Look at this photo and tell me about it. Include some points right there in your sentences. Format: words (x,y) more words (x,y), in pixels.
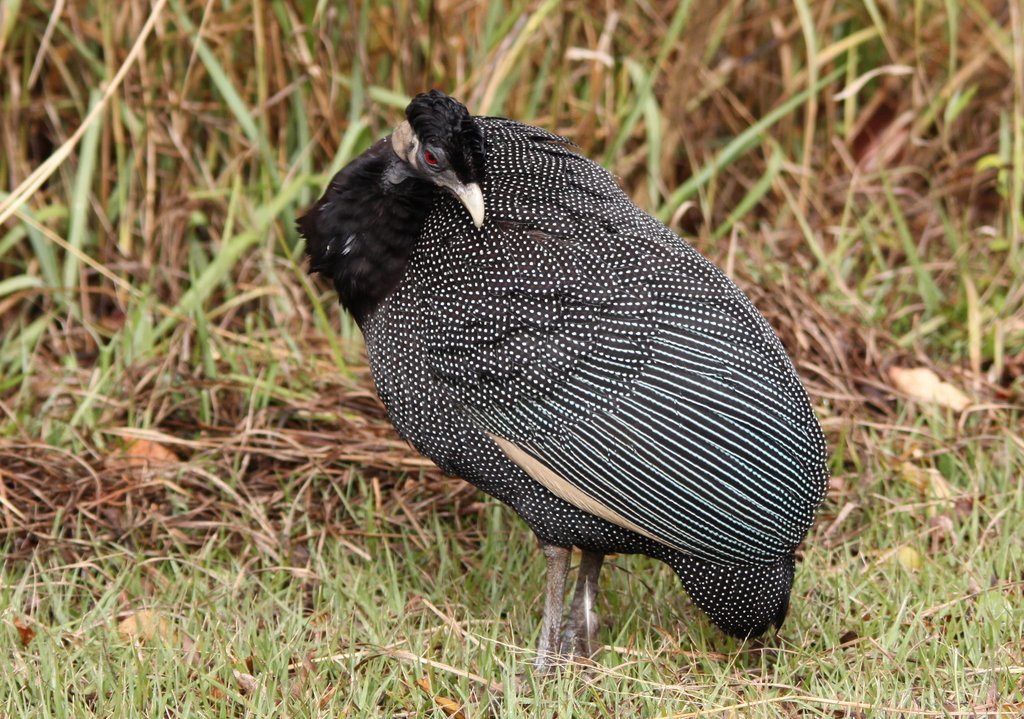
In the picture I can see a bird (531,489) is standing on the ground (532,585). In the background (362,489) I can see the grass (326,479).
